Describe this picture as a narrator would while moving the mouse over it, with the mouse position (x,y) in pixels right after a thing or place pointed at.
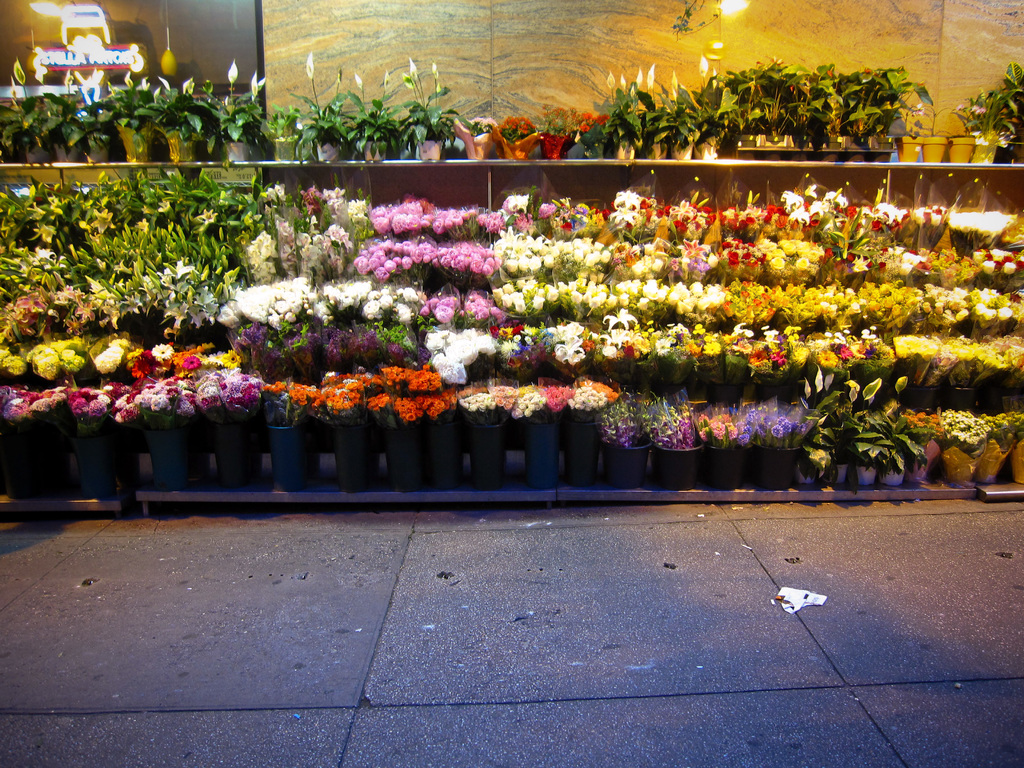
In the foreground of the picture (426,688) it is pavement (103,530). In the center of the picture (658,426) there are plants (204,262), bouquets (378,241) and flowers (585,246). At the top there is hoarding (128,55) and a light (743,7).
